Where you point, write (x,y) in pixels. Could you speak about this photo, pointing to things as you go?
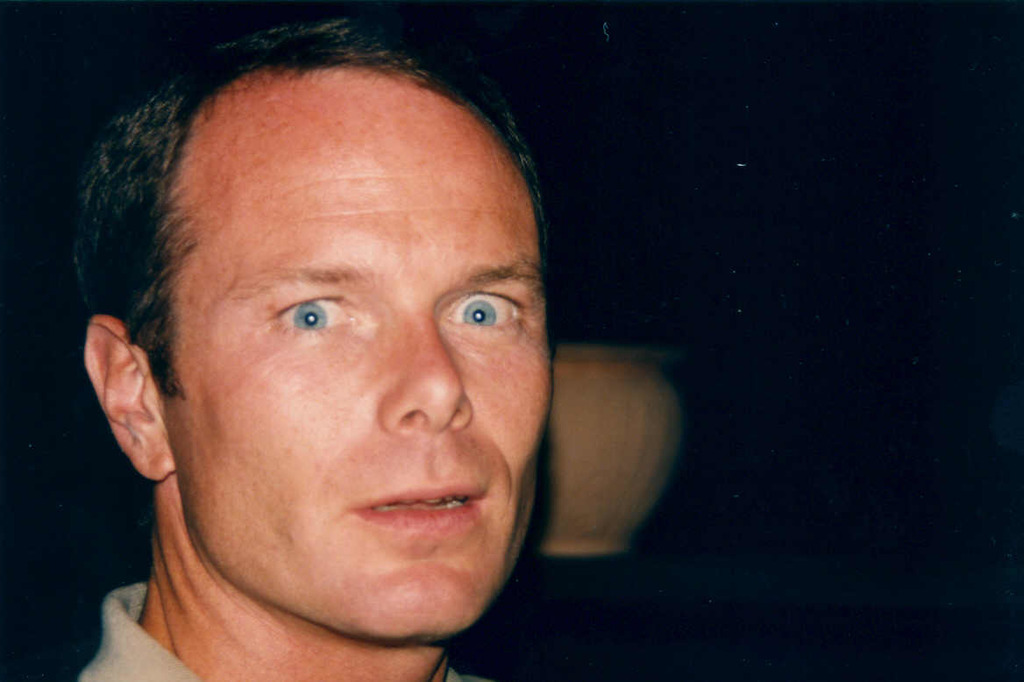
There is a man (311,289). In the back (601,462) there is a pot (637,436). In the background (765,355) it is dark.
